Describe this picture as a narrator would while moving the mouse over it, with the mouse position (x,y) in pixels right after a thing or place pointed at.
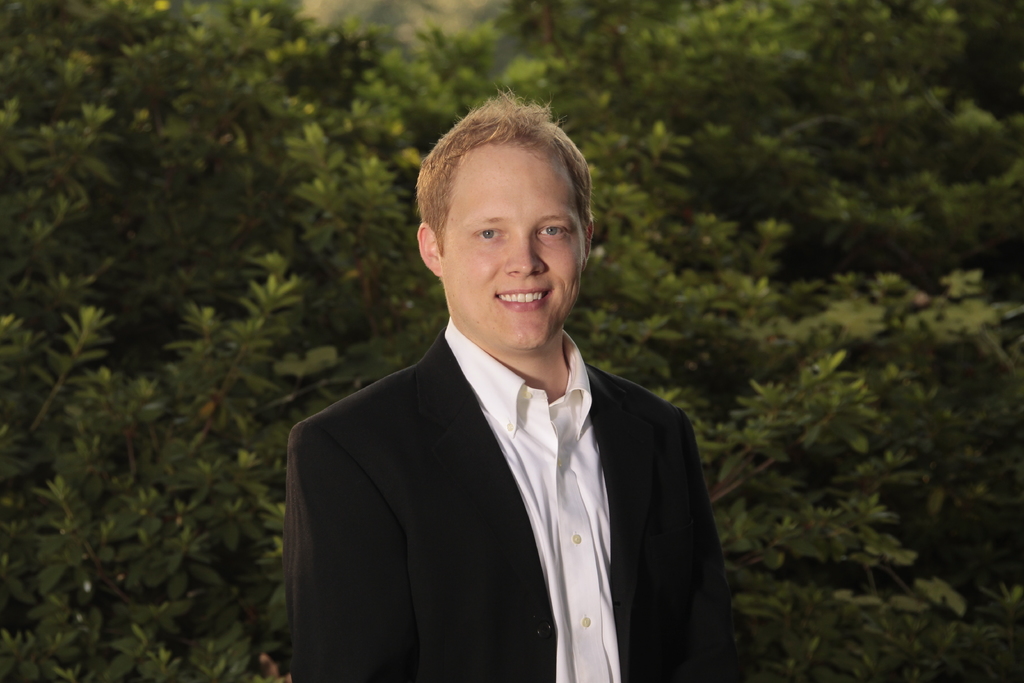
In this image in front (473,549) there is a person (433,383) wearing a smile on his face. Behind him there are trees (836,319).
